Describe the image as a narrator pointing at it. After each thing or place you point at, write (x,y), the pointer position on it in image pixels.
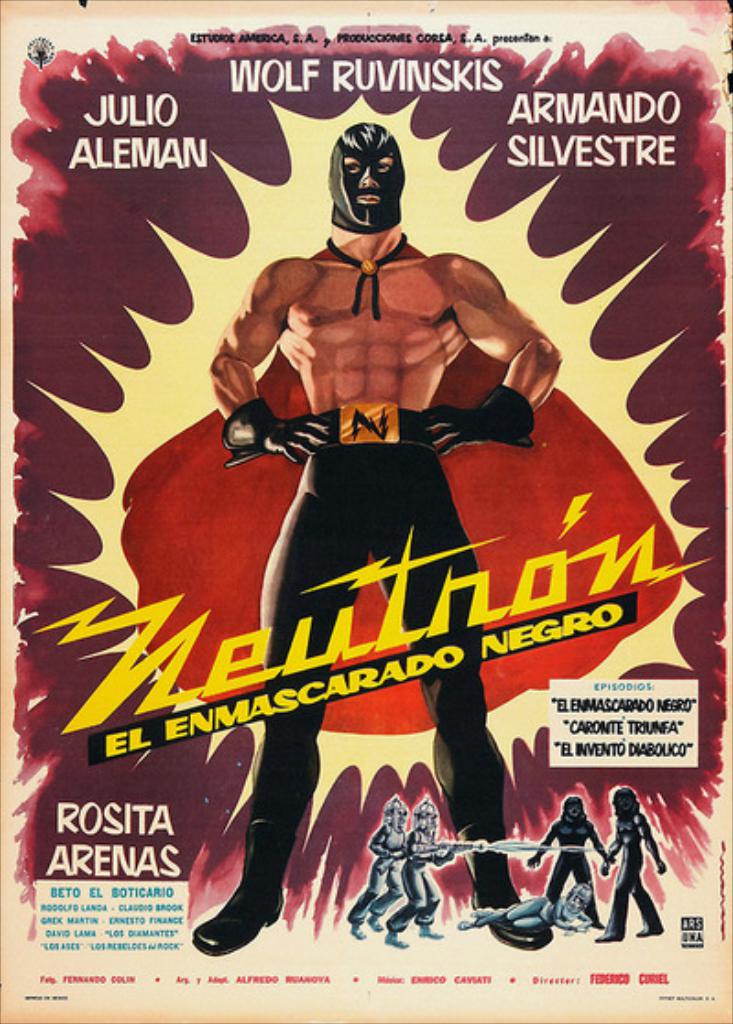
In this image we can see a poster (369,737). In the center (417,421) there is a man (321,622). At the bottom (389,879) there are people (552,898) and we can see text (115,893).
